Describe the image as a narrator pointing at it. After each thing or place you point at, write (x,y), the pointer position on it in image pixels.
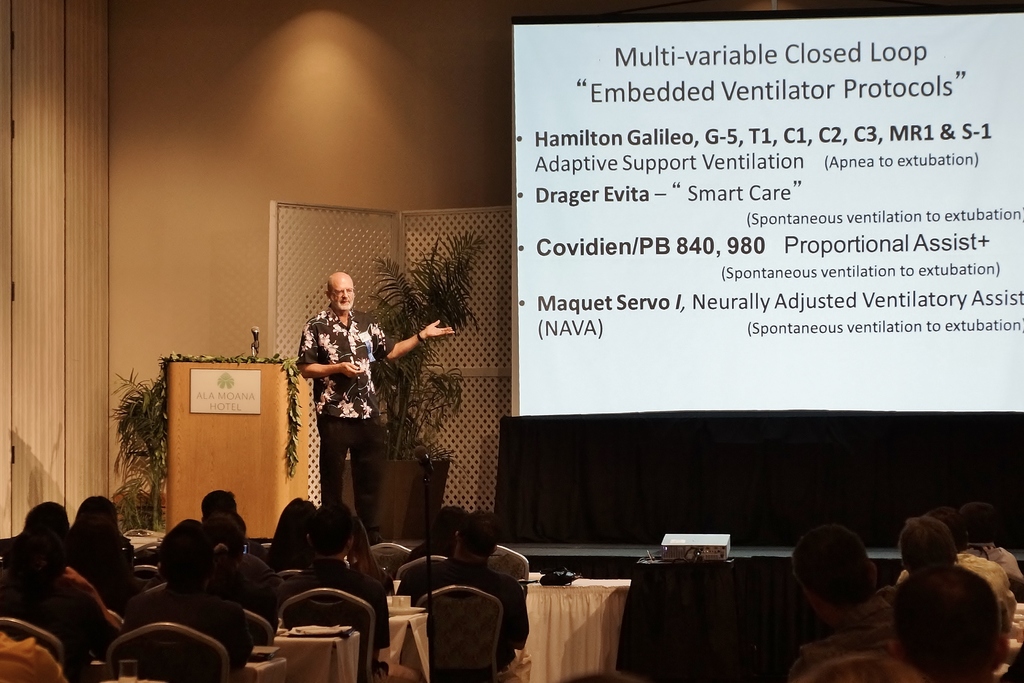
As we can see in the image there are few people (422,545), chairs (508,569) and plants (413,409). On the right side (794,260) there is a screen (721,262). On screen (781,225) there is something written and there is orange color wall (216,145).
